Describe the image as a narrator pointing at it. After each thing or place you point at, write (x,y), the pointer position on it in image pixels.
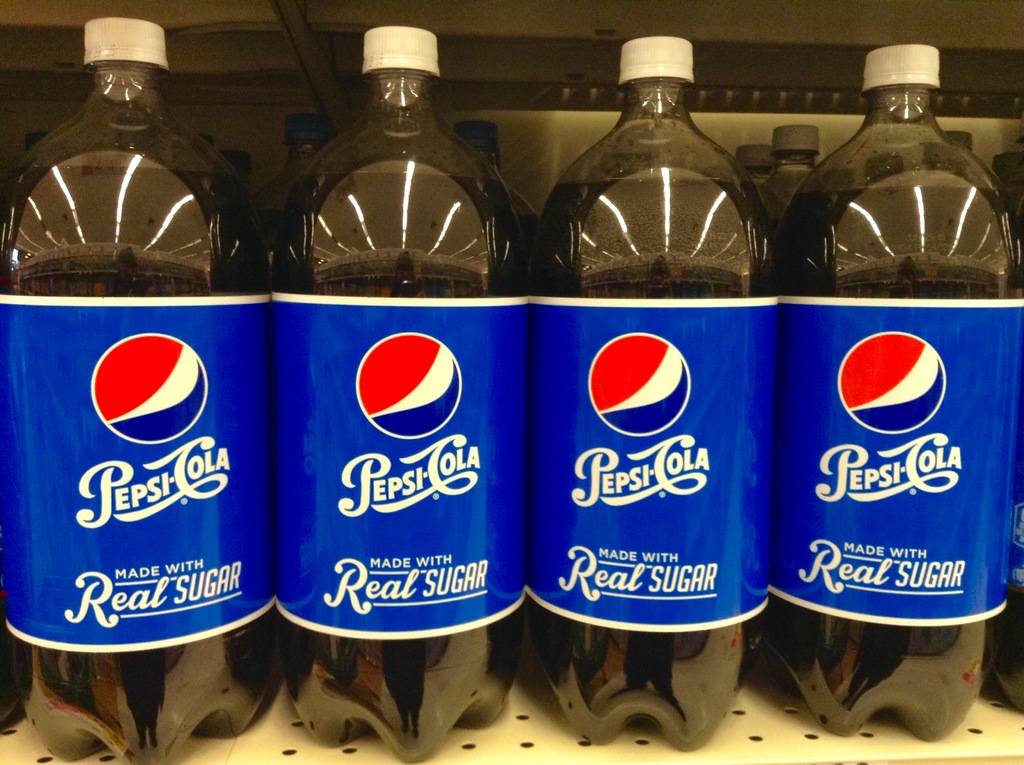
Here we can see some bottles (655,324) with the drink (567,257). This is poster (650,437). And this is rack (757,710).
